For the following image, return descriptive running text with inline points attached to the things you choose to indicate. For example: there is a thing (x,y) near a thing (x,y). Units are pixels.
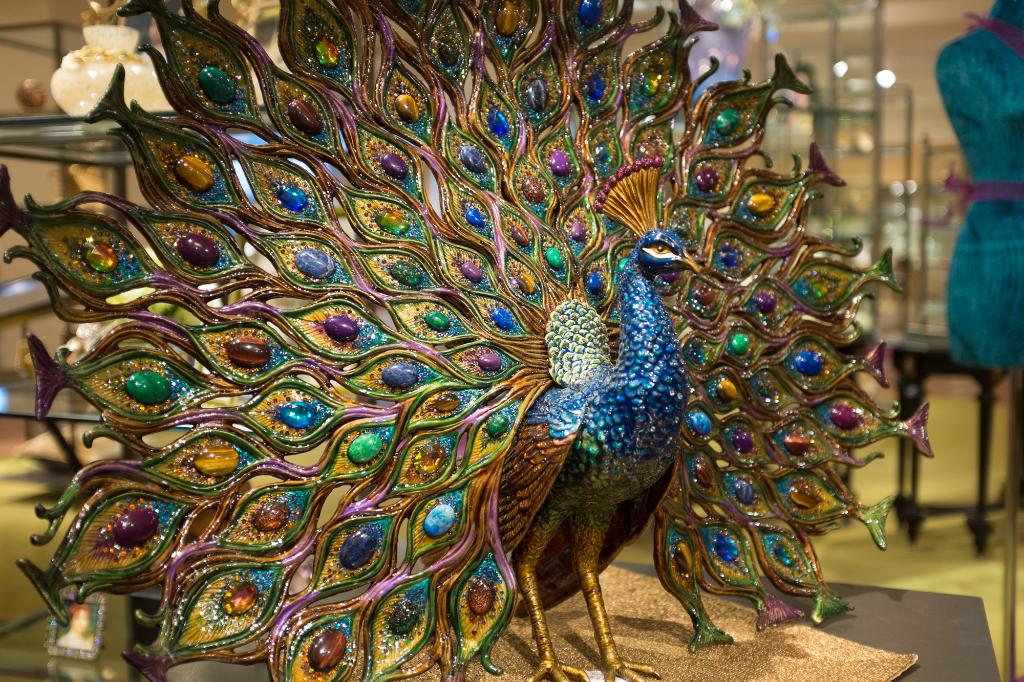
In this image we can see a statue (648,395). On the right side of the image (1013,338) we can see a mannequin (985,355) and some poles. On the left side of the image (105,331) we can see some objects (54,81) placed on racks (26,412). In the bottom left corner of the image (77,623) we can see a photo frame (95,619).
